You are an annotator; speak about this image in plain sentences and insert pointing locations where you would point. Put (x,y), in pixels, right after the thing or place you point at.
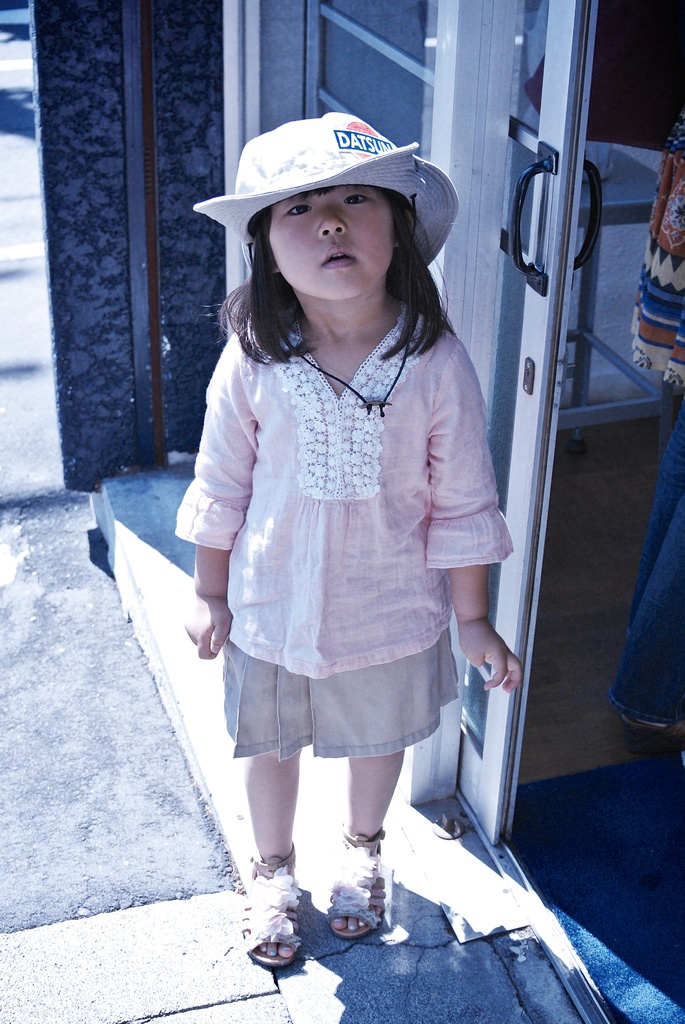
In this picture we can see a girl (365,902) wearing a dress (383,569) and a cap (257,155). She is standing near door (536,518). We can see another person (677,420) on the right side of the picture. At the bottom portion of the picture (115,847) we can see the floor (181,789).
